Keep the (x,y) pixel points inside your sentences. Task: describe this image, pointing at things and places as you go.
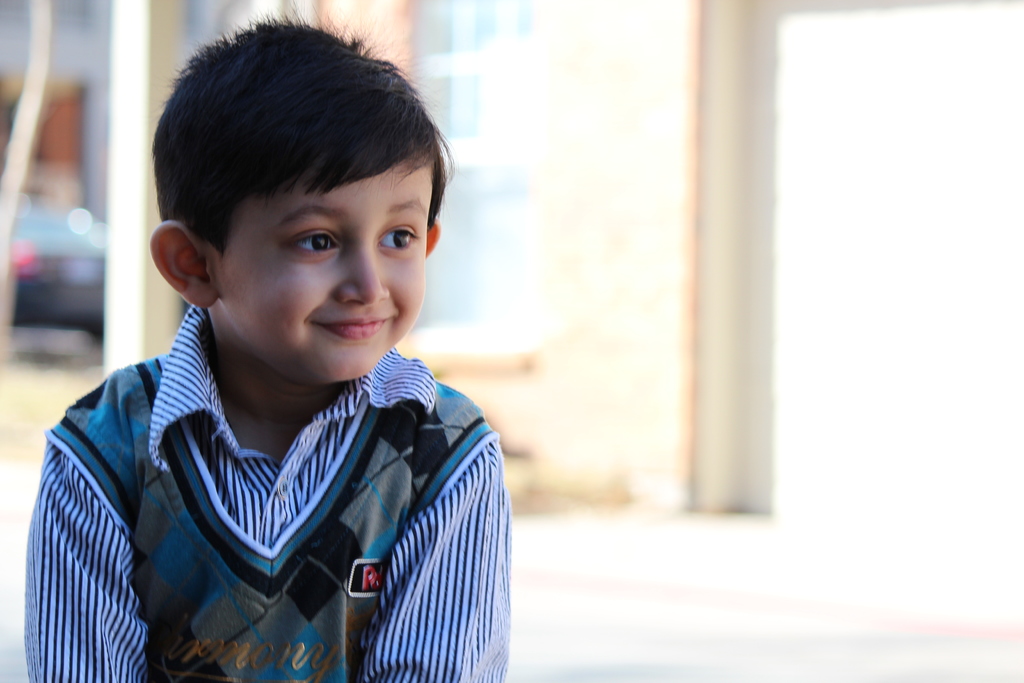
In this image, we can see a boy (279,407) is smiling. Background (41,413) there is a blur view. Left side of the image (41,297), we can see a vehicle (26,290). pillar (134,171). Here there is a wall (552,207).
